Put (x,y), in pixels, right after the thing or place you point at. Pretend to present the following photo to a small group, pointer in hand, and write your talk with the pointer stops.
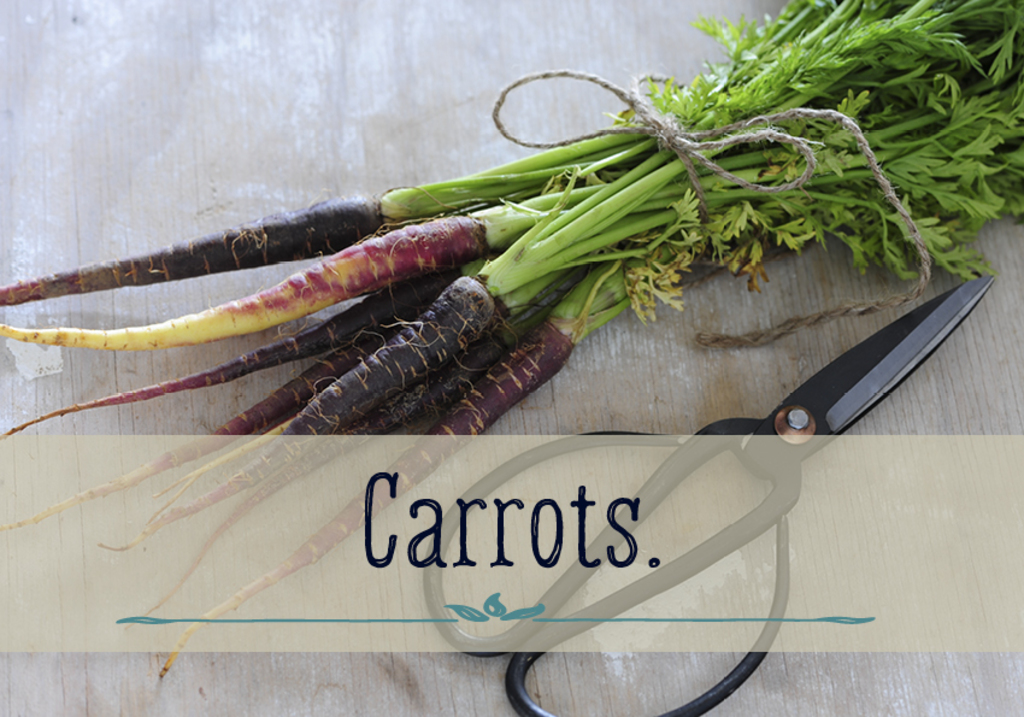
In this image we can see a bunch of carrots (506,265) and scissors (821,420) on the wooden surface (721,372). We can see watermark (487,583) at the bottom of the image (506,576).
